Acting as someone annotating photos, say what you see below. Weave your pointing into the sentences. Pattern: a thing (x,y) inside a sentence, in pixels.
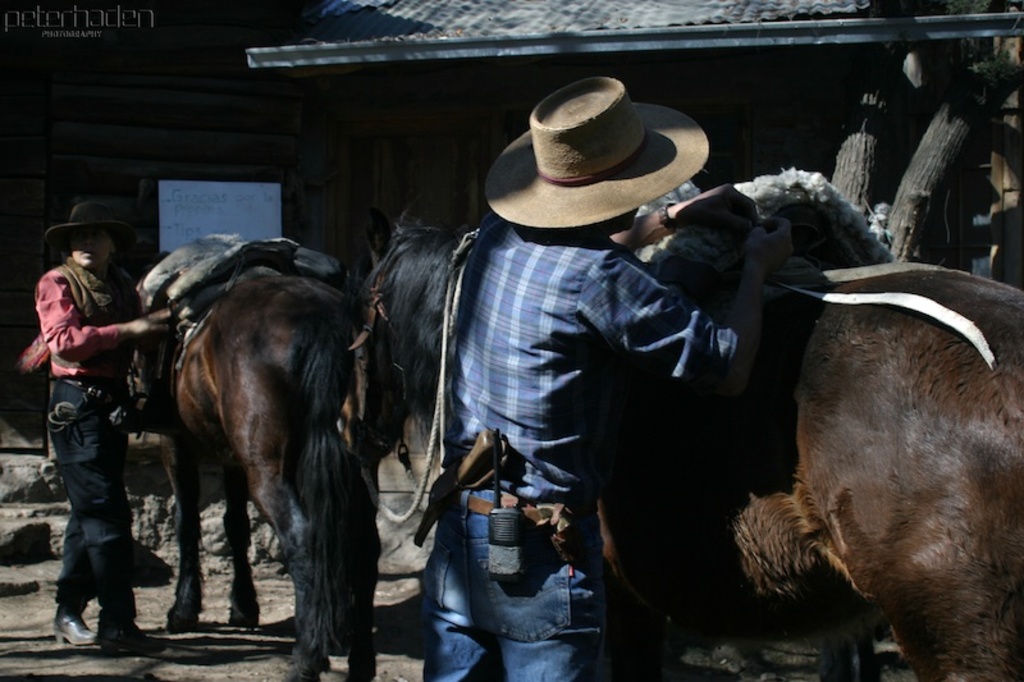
There is a man (565,213) wearing shirt (549,379), pant (499,594), belt (517,499) and cap (564,205). Beside him, there is a horse (1013,483). On the left hand side (116,287), there is a man (106,287) standing nearby another horse (248,325). In the background (353,209), there is a house (511,43).
